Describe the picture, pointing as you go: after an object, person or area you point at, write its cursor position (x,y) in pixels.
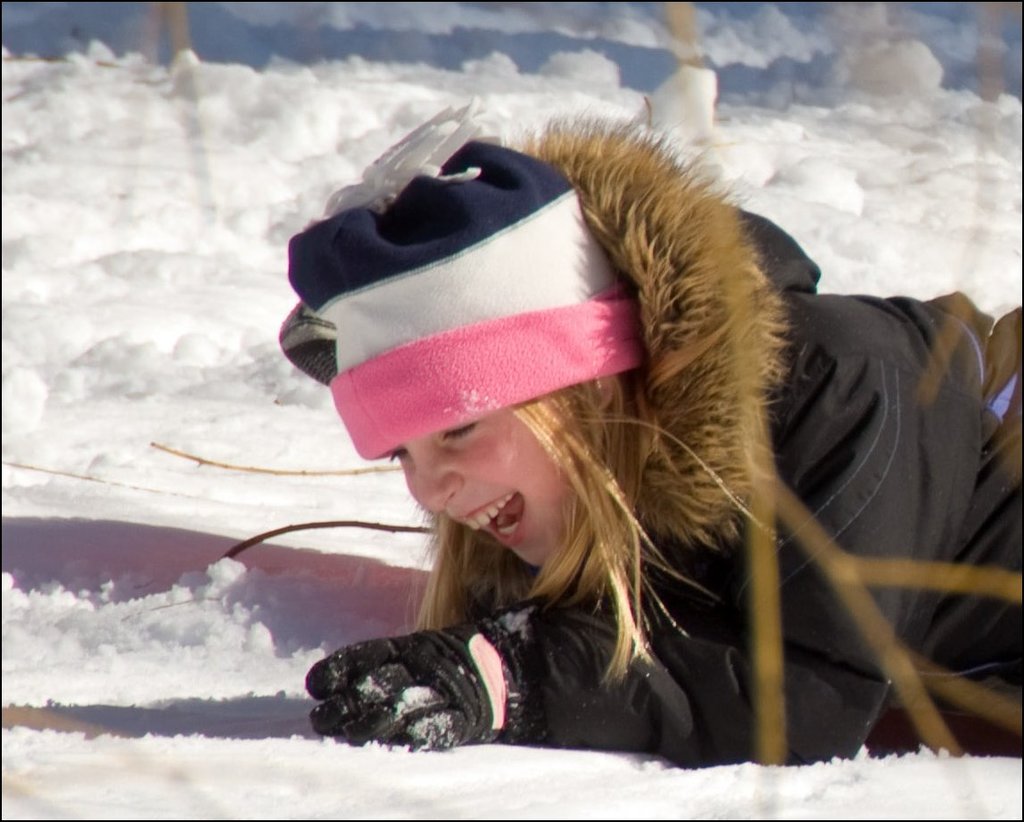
This image consists of a girl (590,671) lying on the ground (242,816). She is wearing a black jacket (536,660) and a cap (441,387). At the bottom (135,785), there is snow (459,100).
